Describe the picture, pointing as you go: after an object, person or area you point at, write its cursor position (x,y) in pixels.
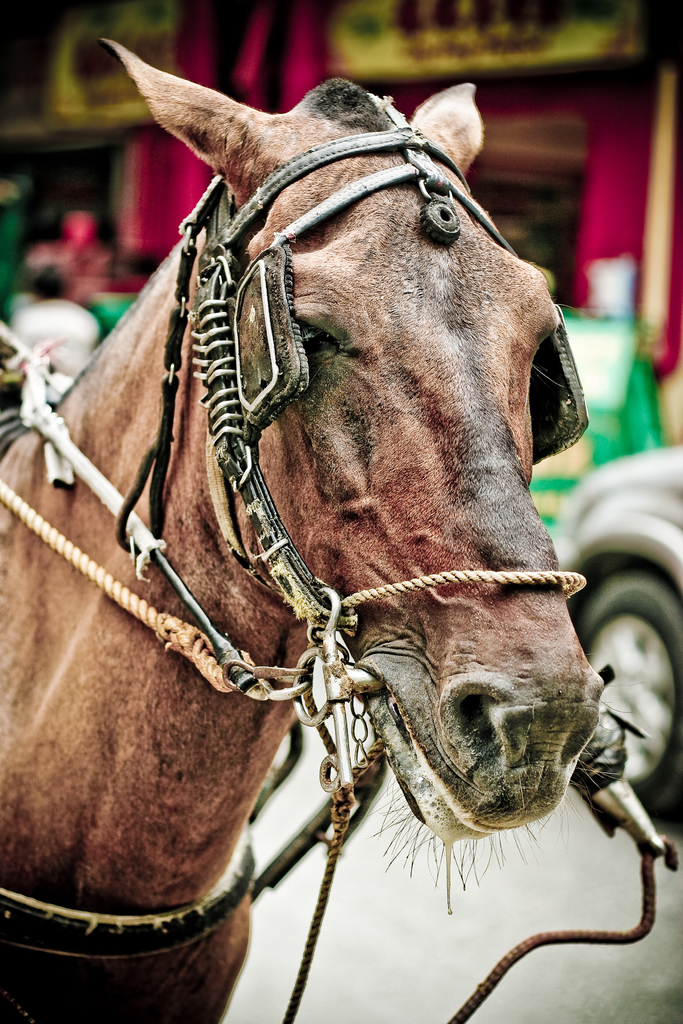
In this image we can see horse (389,292) and there are belts (52,916) and ropes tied to the face (479,636) of the horse (531,632). In the background (534,58) the image is blur but we can see objects (603,74), person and a vehicle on the road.
